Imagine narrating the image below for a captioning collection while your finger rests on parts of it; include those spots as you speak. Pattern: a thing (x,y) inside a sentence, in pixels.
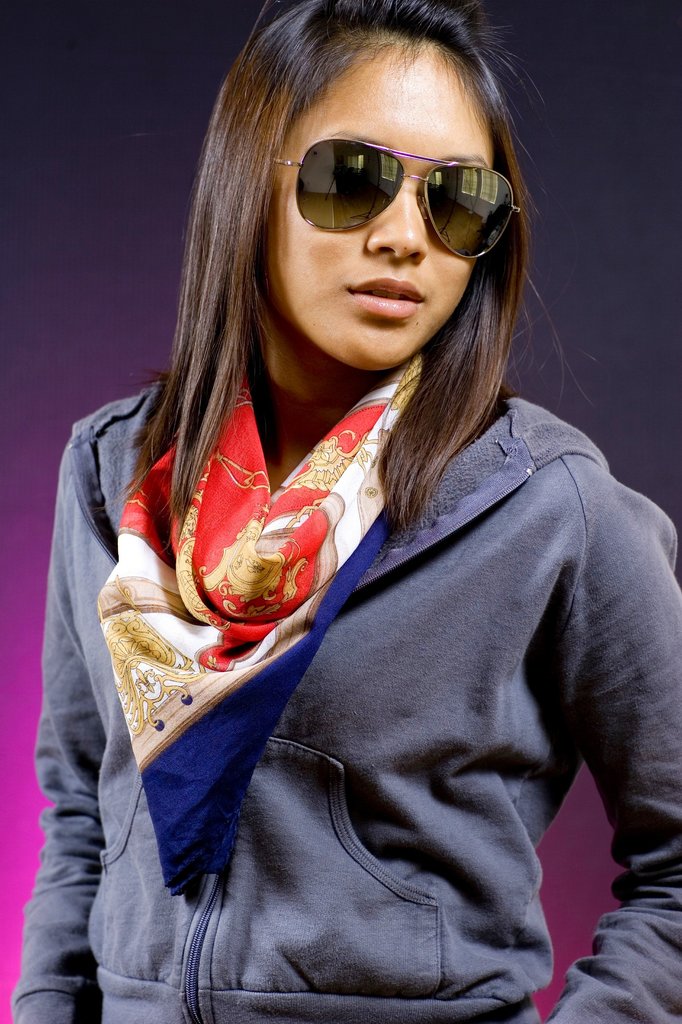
In this picture I can see in the middle (347,628) there is a girl (345,667), she is wearing a sweater (383,723), goggles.
